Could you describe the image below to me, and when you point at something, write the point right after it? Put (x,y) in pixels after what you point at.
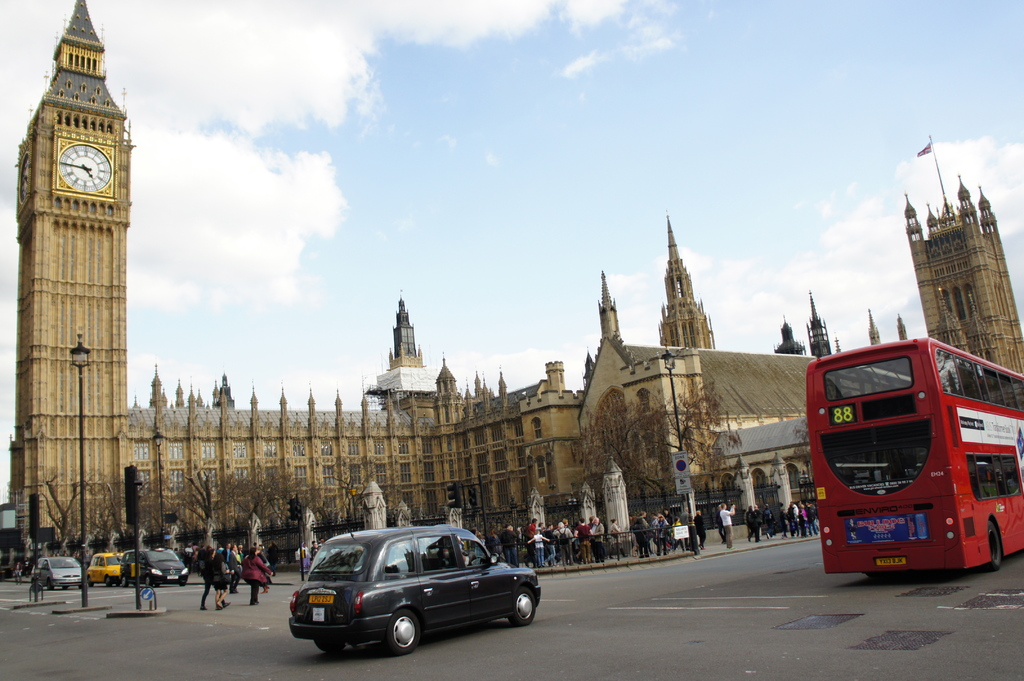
In this picture I can see group of people (205,607) standing, there are boards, poles (82,388), lights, trees (640,483), buildings (663,366), there is a tower (101,71) with clocks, there are vehicles (935,503) on the road (507,666), and in the background (693,178) there is sky (634,133).
